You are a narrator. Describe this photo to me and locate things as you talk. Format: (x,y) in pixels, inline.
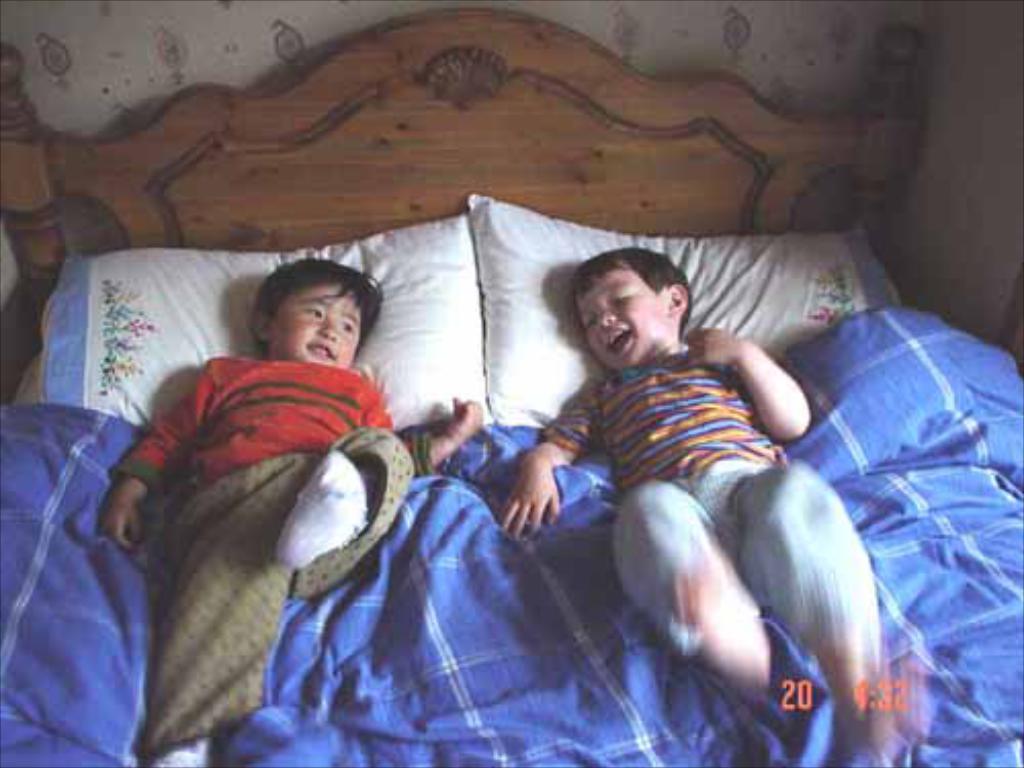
In the image there are two kids (671,553) laying on bed (600,626).
